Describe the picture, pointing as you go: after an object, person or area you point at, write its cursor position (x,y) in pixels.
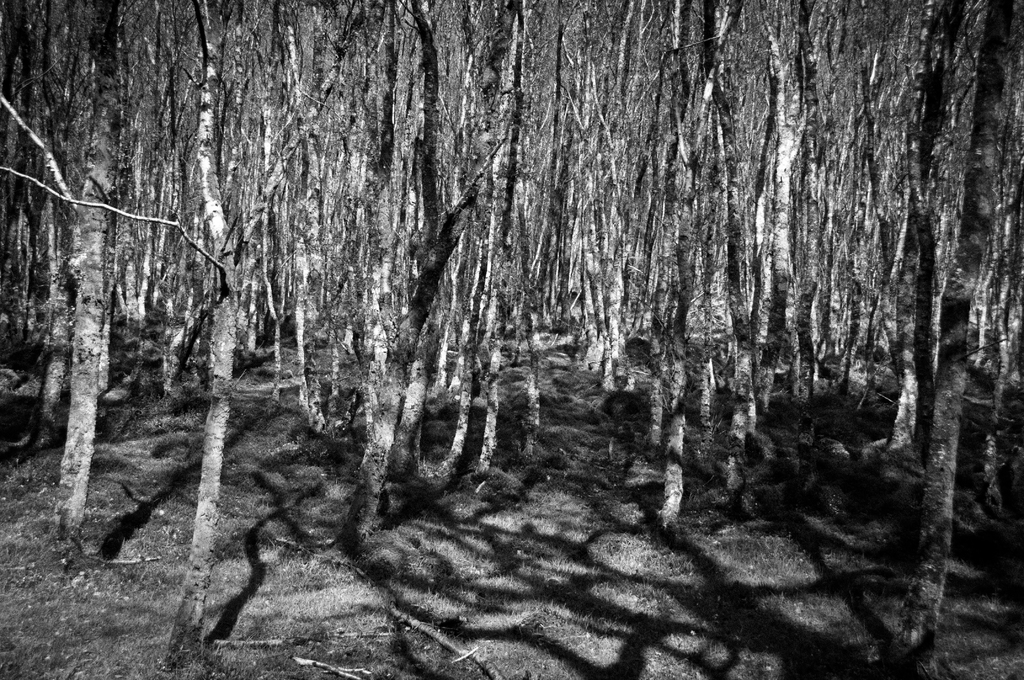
This is a black and white image. In this image we can see a group of trees (548,282) and some grass (460,566).
